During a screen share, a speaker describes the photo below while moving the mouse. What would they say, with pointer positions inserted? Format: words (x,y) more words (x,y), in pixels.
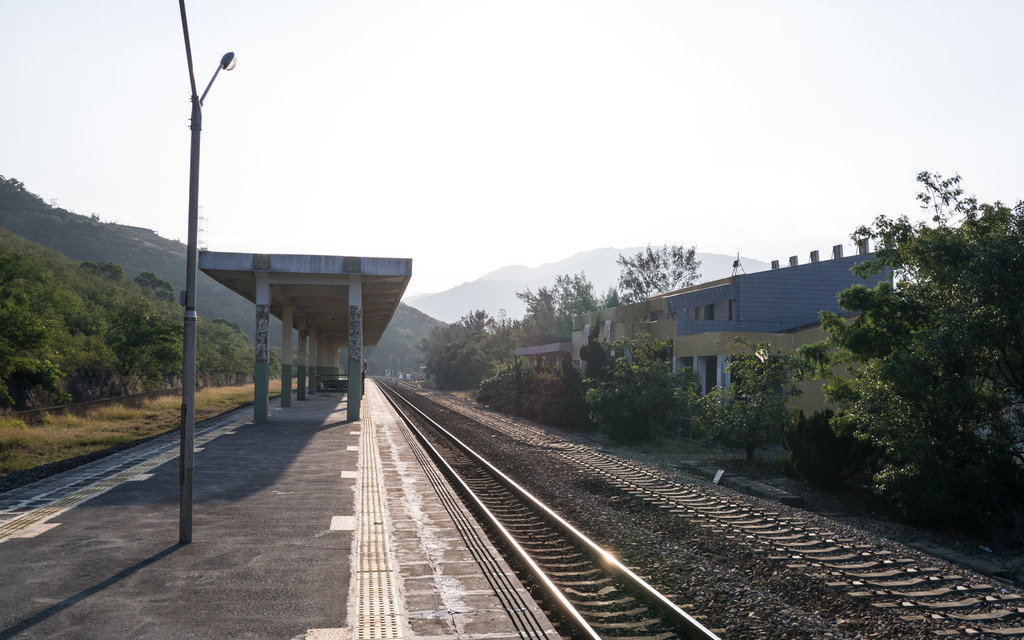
In this image there is a rock structure (261,349) on the pavement (248,413) and there is a pole (189,64) with the street lights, in front of the pavement (481,613) there is a railway track (537,511). On the right side of the image (749,332) there are buildings (574,345) and trees (732,439). On the left side of the image (98,343) there are trees (118,334) in the background (167,271) there are mountains (532,270) and this sky (494,133).
